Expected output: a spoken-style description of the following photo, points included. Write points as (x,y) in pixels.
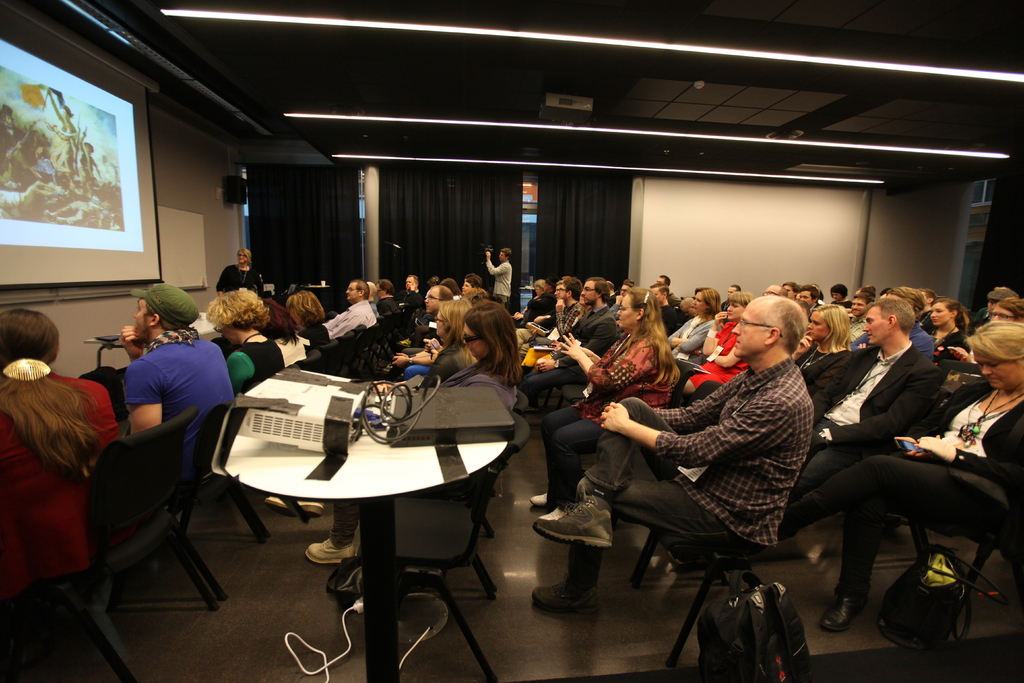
As we can see in the picture that there are many people (597,311) sitting. This is a table (417,469) and a projector (321,411) is placed on it. This is a white screen (75,196), projection screen (36,175). This are the curtains (313,223) which are in black color.
